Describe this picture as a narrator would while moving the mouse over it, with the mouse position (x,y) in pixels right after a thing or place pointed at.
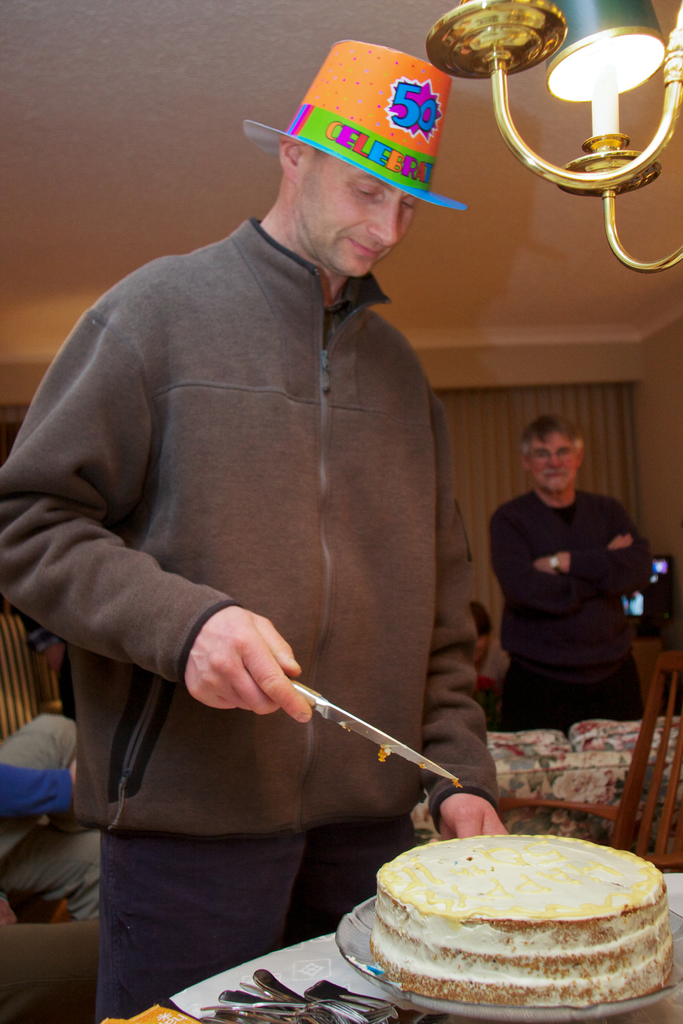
This is the man (256,754) standing and holding a knife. He wore a jerkin (291,504), trouser (204,910) and a hat (406,110). This is a table (271,959) with spoons (323,1009) and a plate (349,952) with a cake (437,978). Here is another person (562,601) standing. This looks like a couch (566,740). On the right side of the image (631,770), I think this is a chair (676,766). This is a lamp (558,38). On the left side of the image (45,737), I can see a person (32,829) sitting. In the background (506,399), I can see a curtain (497,430) hanging.
